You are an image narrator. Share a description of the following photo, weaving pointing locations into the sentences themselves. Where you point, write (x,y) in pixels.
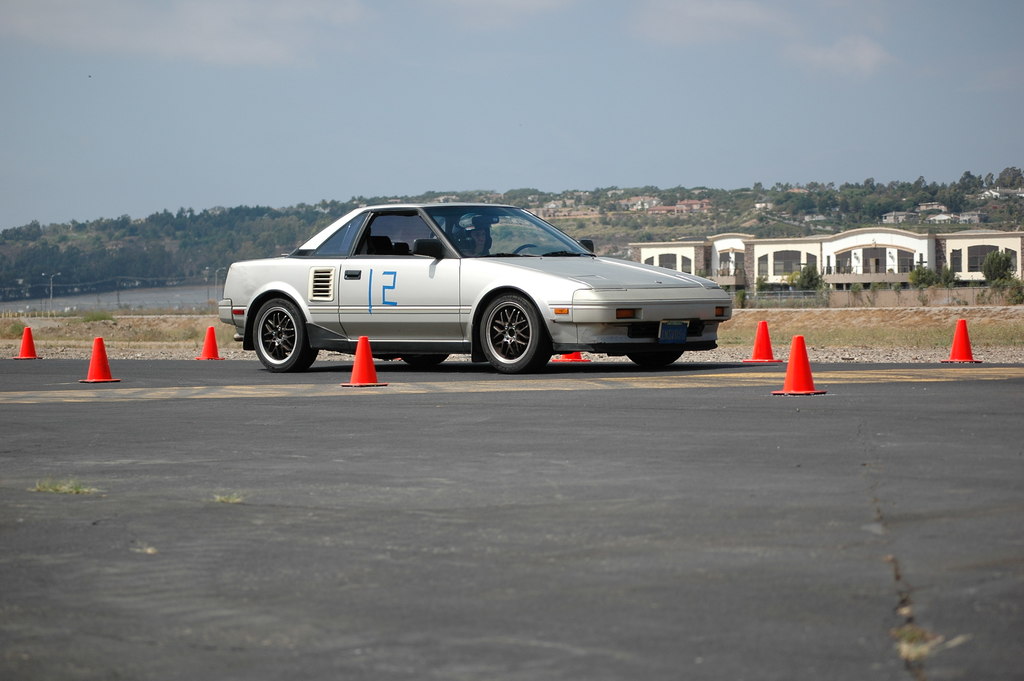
In this image we can see a person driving a vehicle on the road (305,431), there are some buildings (728,269), trees (29,263), traffic cones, poles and lights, in the background (677,159) we can see the sky (677,159) with clouds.
